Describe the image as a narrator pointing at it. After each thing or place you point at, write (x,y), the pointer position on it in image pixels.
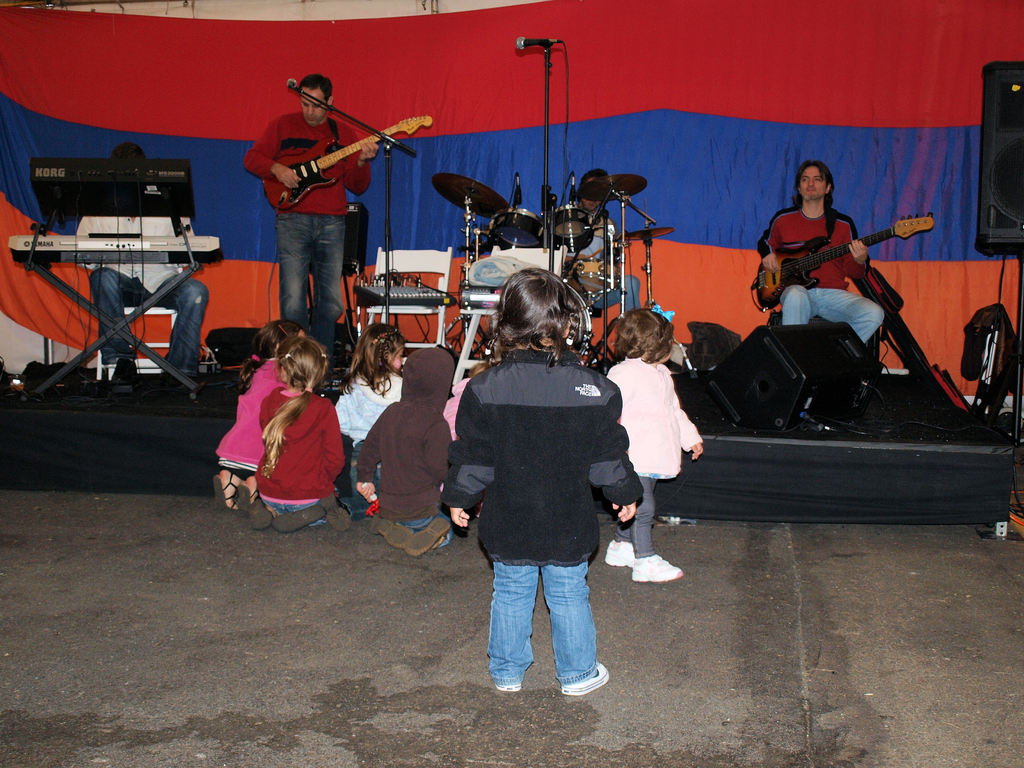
In this image, we can see persons (827,269) wearing clothes (265,160) and playing musical instruments (321,162). There is a mike (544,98) at the top of the image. There is a speaker (984,100) in the top right of the image (1003,104). There are some kids (537,463) in the middle of the image (589,375) wearing clothes (364,462). In the background (708,98), we can see a cloth (221,158).
